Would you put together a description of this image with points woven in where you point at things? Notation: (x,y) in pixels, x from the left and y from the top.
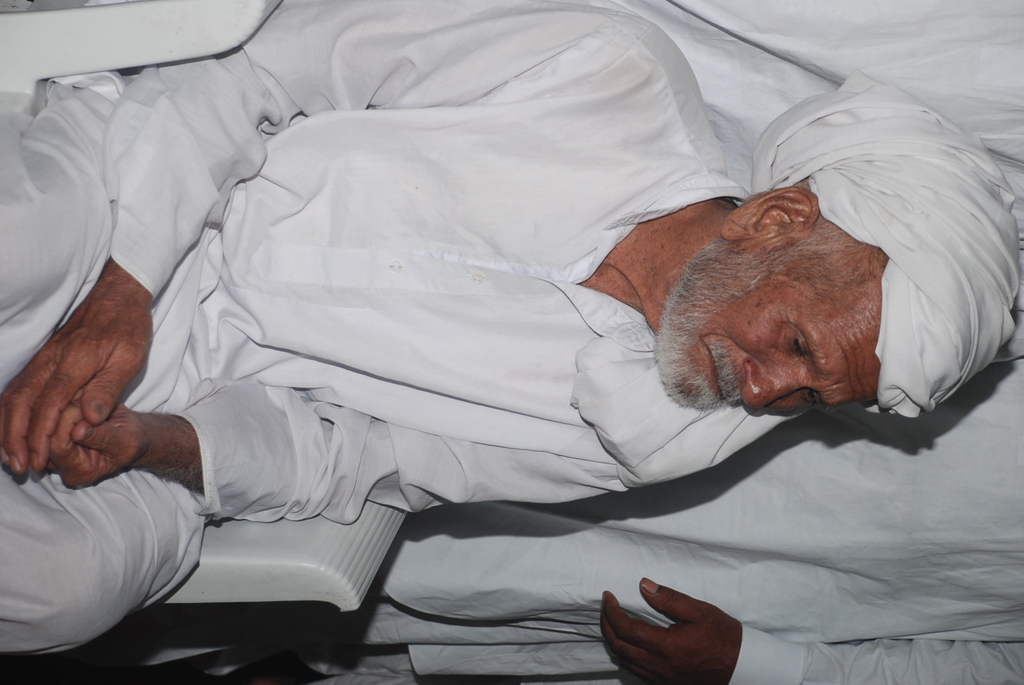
In this image I can see two people (507,334) with white color dresses (555,445). I can see one person (192,533) is sitting on the chair (233,572).
